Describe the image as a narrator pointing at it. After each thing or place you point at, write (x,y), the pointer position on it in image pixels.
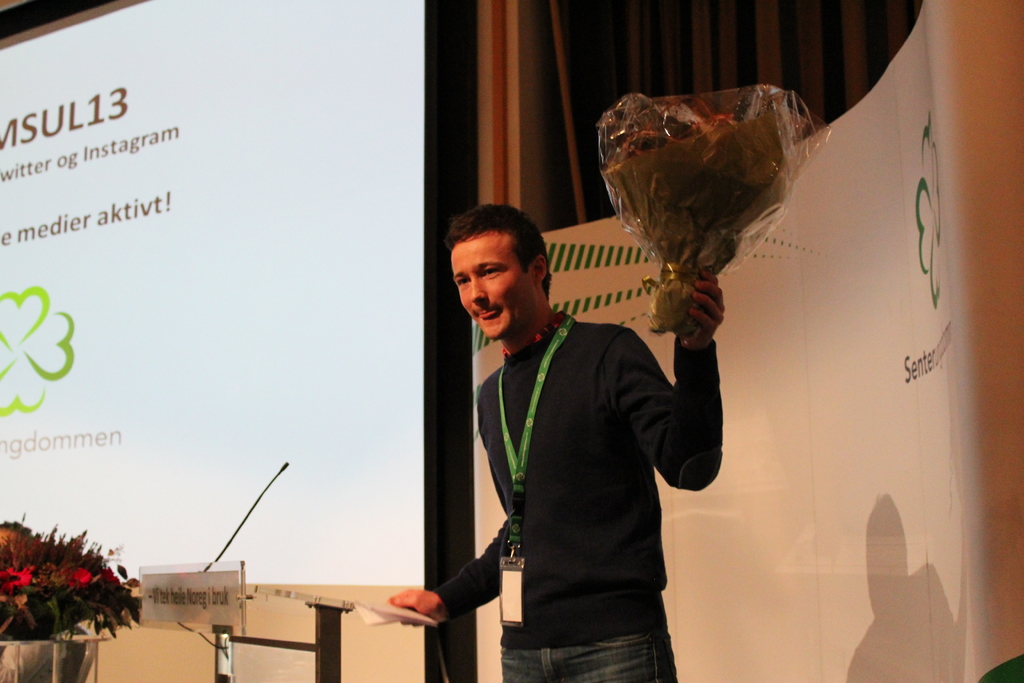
In the foreground of this image (554,472), there is a man (532,494) standing wearing a id card (525,456) and holding a bouquet (689,195) and a booklet (397,622) in his hands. In the background (223,612), there is a podium (248,627) with a mic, flower vase (61,589), a screen (71,334), banner (830,203) and the curtain (724,58).
